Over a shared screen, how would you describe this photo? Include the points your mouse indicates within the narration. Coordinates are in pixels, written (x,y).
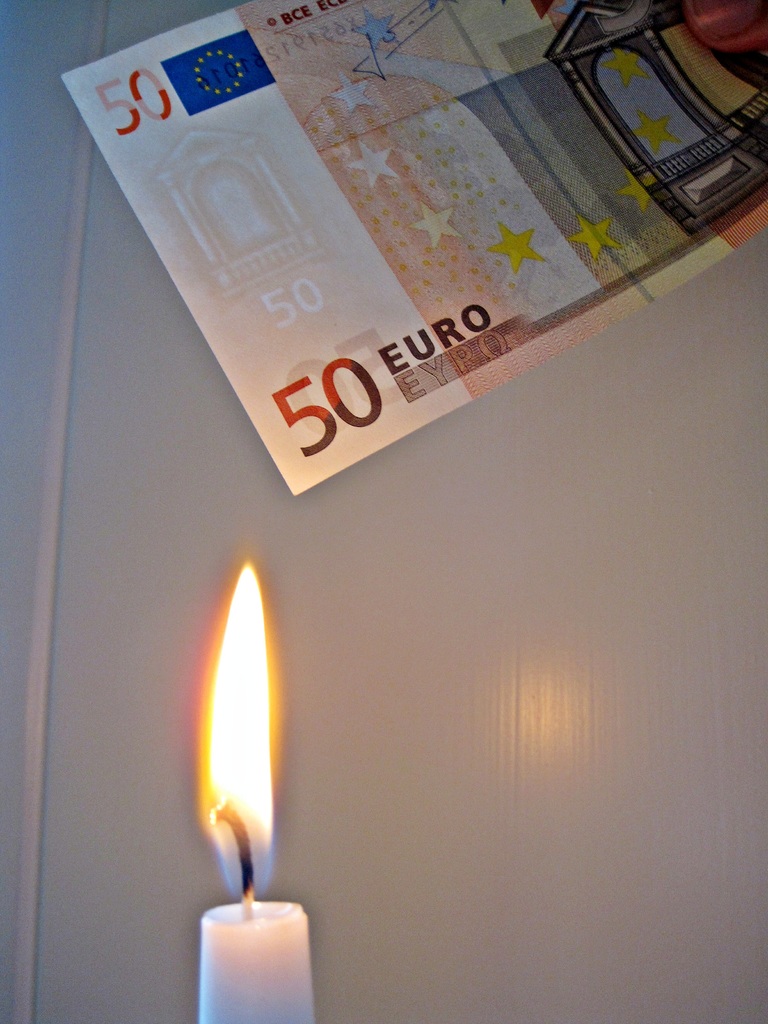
In this picture there is a person (694,22) holding the euro (531,154), there is a picture (641,90) of a building (659,82) and there are stars (575,241) on the euro (366,210). At the bottom (253,943) there is a candle (308,980). At the back (338,730) there's a wall (108,500).
